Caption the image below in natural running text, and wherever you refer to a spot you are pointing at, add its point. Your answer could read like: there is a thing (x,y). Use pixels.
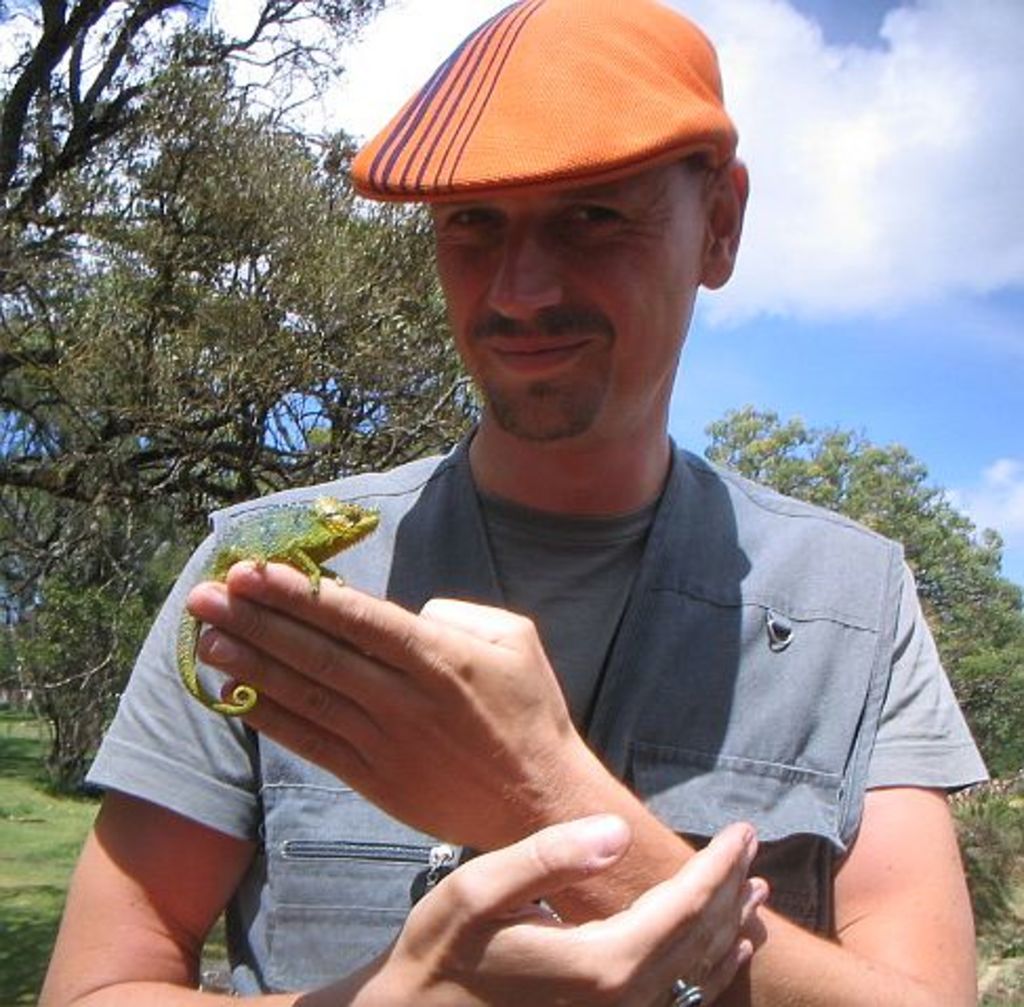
In this image we can see an animal (317,540) on the hand (269,602) of a person (631,623). In the background (108,283) we can see group of trees (924,558) and cloudy sky (952,300).
